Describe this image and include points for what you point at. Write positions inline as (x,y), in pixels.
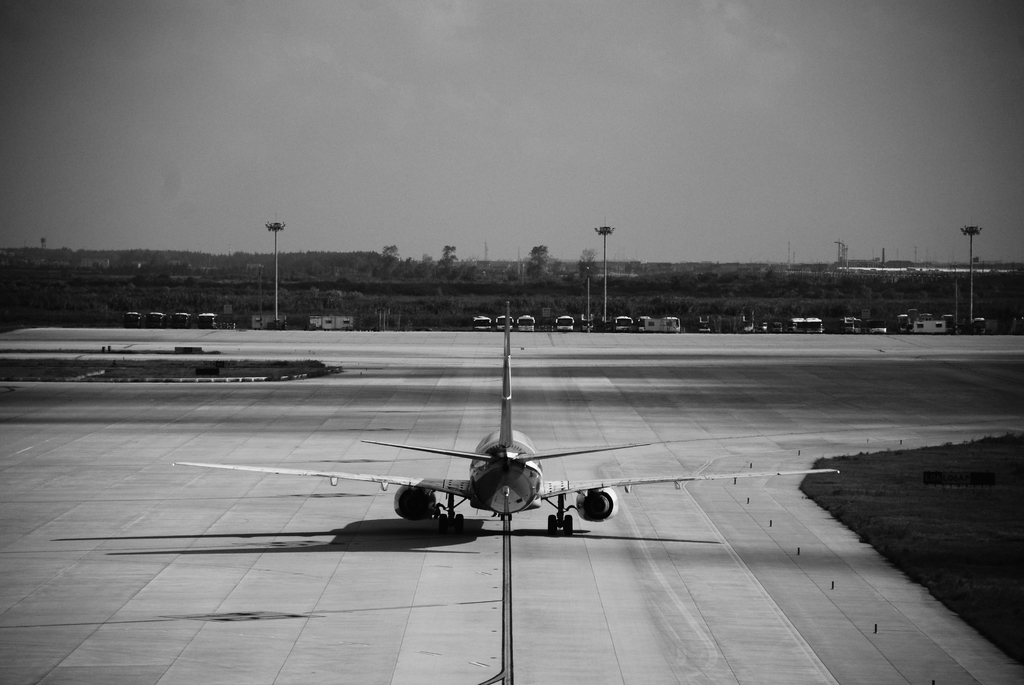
This image is a black and white image. This image is taken outdoors. At the top of the image (171,105) there is a sky (318,102) with clouds (496,65). At the bottom of the image (323,637) there is a runway (256,563). In the middle of the image (598,448) there is an airplane (445,454) on the runway (484,640). On the right side of the image (898,476) there is a ground (917,512). In the background (163,288) there are a few trees (219,273) and plants (623,275). There are a few poles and a few vehicles (950,329) are parked on the ground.
